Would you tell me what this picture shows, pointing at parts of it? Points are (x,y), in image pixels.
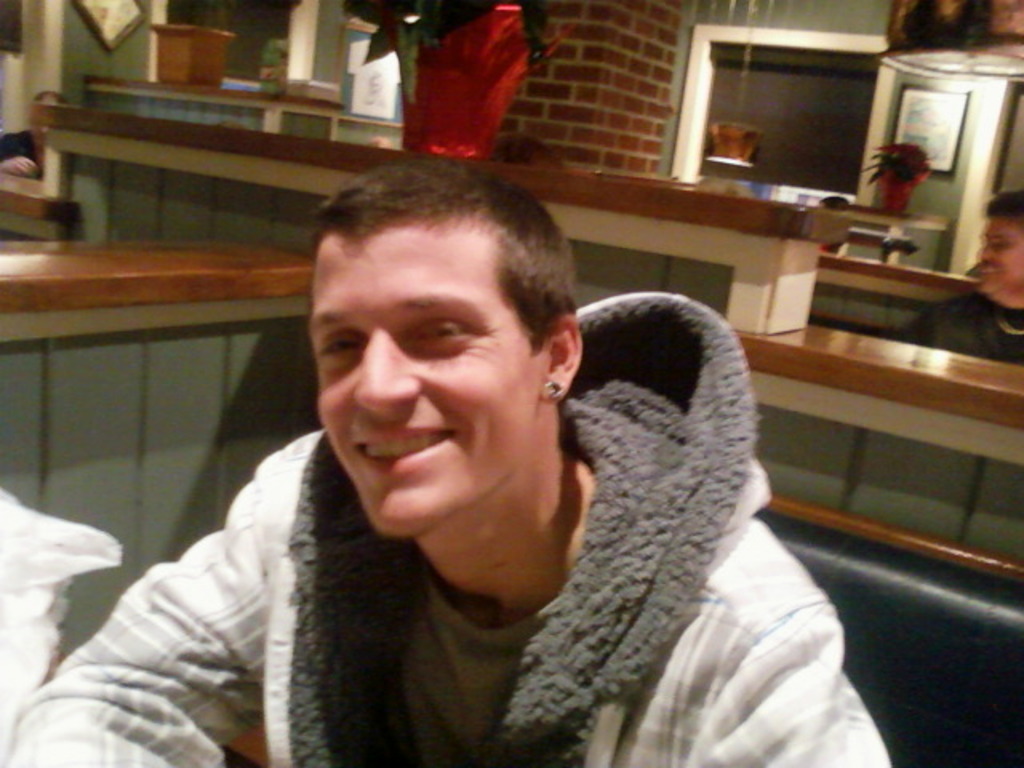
In this image we can see a person (647,600) sitting. He is wearing a jacket (209,602). in the background of the image (610,265) there is a counter (136,130). There is a person (947,299) sitting. There are objects (879,162). There is a wall (578,83).
